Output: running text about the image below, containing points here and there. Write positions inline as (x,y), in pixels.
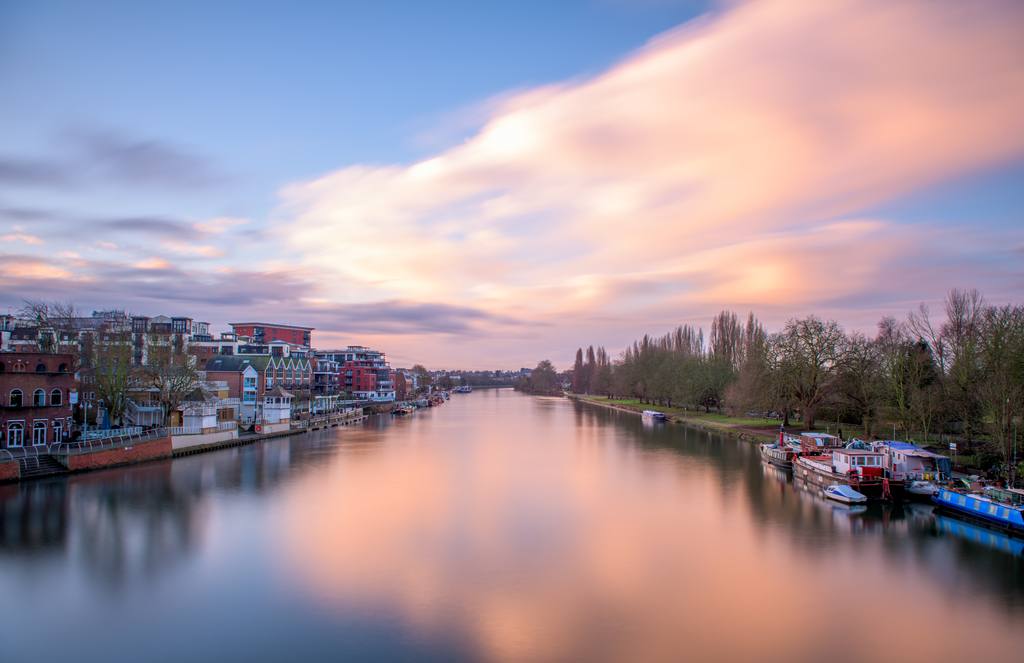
On the right (685,330) there are trees (803,367) and boats (908,474). In the center of the picture (501,417) we can see a canal (394,483). On the left (189,357) there are buildings (187,354) and trees (187,365). In the background (248,247) and the top it is sky (395,149).
